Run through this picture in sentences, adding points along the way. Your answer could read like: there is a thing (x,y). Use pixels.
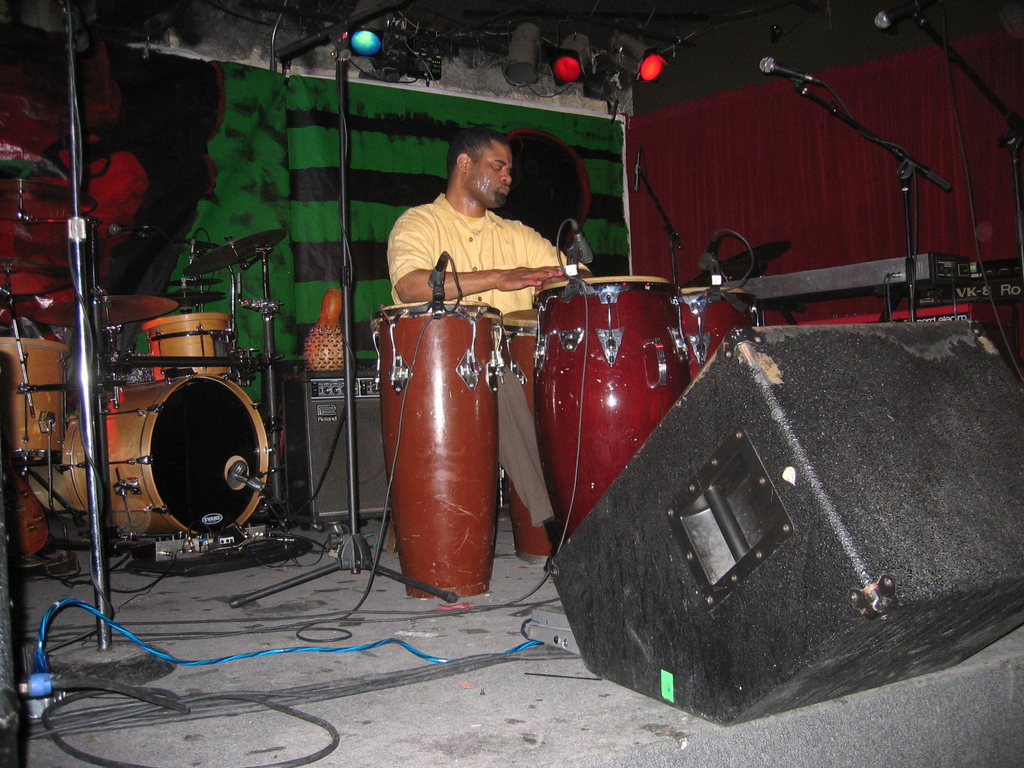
In this image I see a man (498,226) who is sitting near to the drums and there are mics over here. In the background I see another musical instrument (987,296), lights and an equipment (953,296) over here and I see the wires (77,604).
